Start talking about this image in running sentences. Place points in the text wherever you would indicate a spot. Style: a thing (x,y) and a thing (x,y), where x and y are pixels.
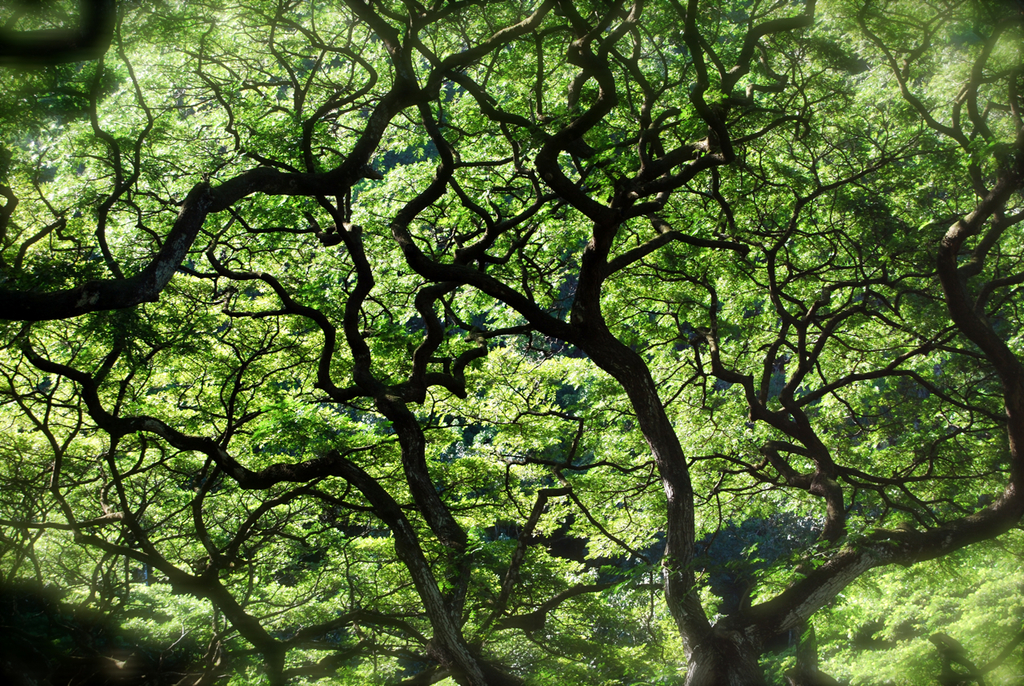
In this image I can see trees (328,579) in green color and background (75,138) the leaves (54,130) are in green color.
